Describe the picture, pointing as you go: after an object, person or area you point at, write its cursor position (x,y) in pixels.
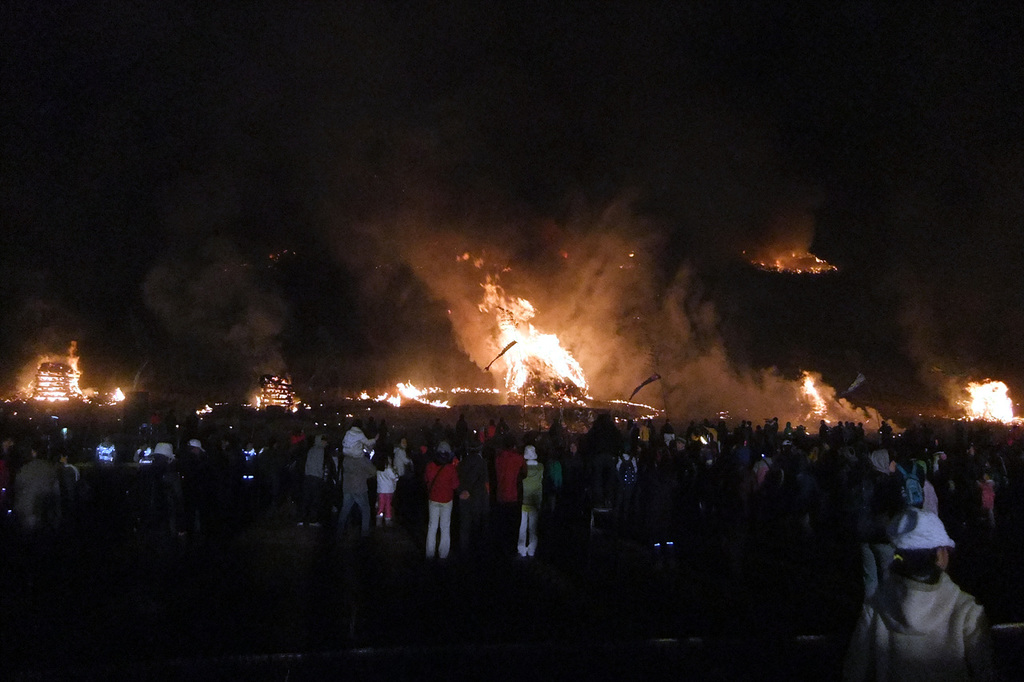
In the center of the image (393,436) there are people (573,493). In the background of the image (49,384) there is fire (510,363). At the top of the image (182,147) there is sky (321,160).
